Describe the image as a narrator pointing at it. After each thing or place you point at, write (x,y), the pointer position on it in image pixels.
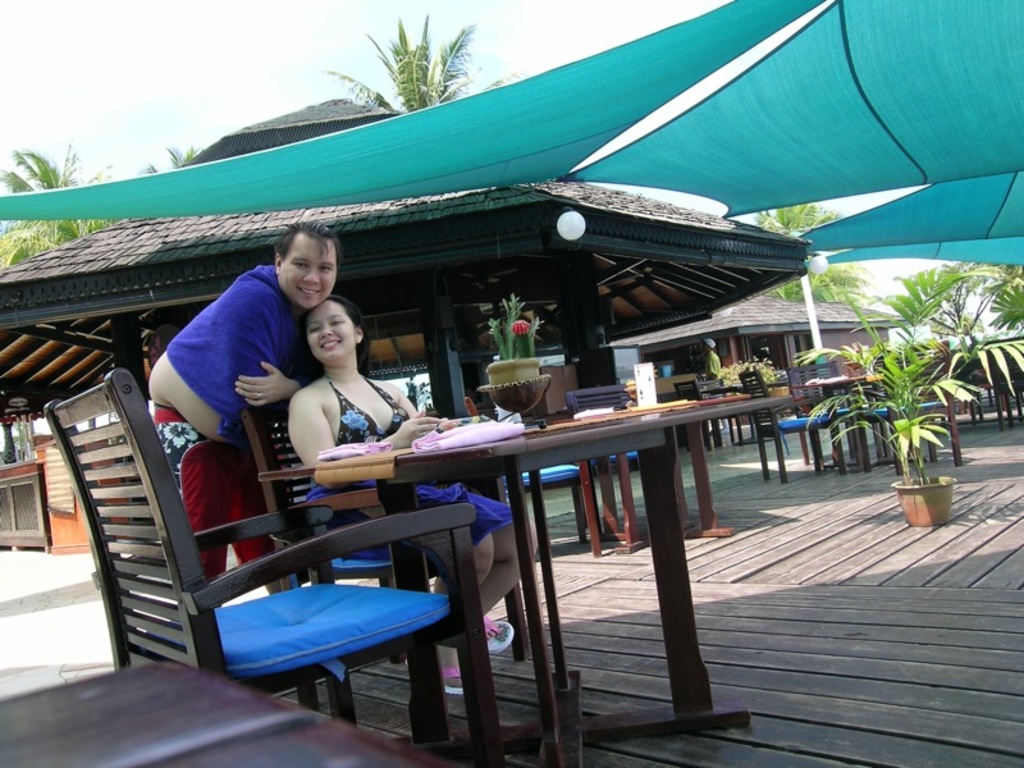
In the image we can see two persons (250,356) the lady (318,388) she is sitting on the chair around the table (611,417). On table (627,423) we can see some objects (607,407). And coming to the background (691,222) we can see some house (640,287), sky (141,37) with clouds (129,44), trees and sheet (909,131) and plant pot (919,495), some more tables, chairs (778,444) etc. And in front (378,410) we can see two persons (260,343) were smiling.
